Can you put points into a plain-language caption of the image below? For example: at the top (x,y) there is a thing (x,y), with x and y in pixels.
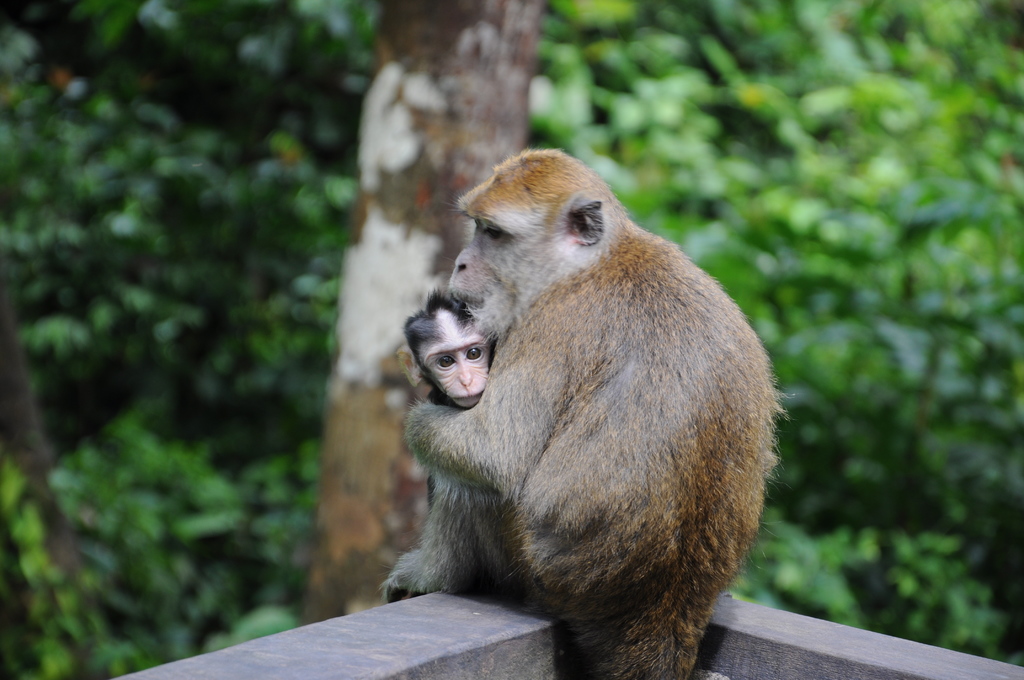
In this image I can see a mother monkey (581,609) holding a baby monkey (406,327) in her lap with a blurred background (950,280).
